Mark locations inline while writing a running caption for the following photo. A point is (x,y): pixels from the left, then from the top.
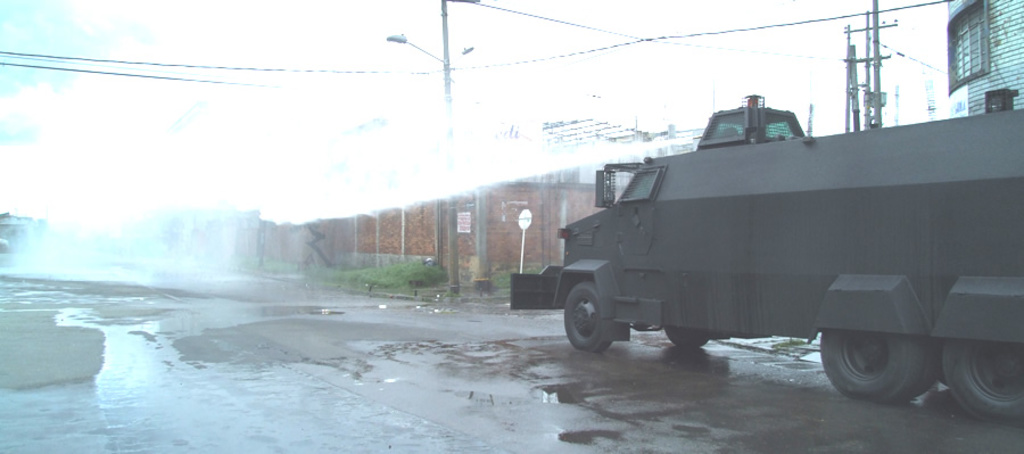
This image consists of a truck (845,328) in black color. At the bottom (653,416), there is a road (429,326). And we can see the water (279,367) on the road (103,305). In the front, there is smoke (87,214). On the right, we can see a wall (534,210). Beside the truck (962,176) there is a building (970,73) along with poles (849,58) and wires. At the top (356,46), there is sky (241,63).
